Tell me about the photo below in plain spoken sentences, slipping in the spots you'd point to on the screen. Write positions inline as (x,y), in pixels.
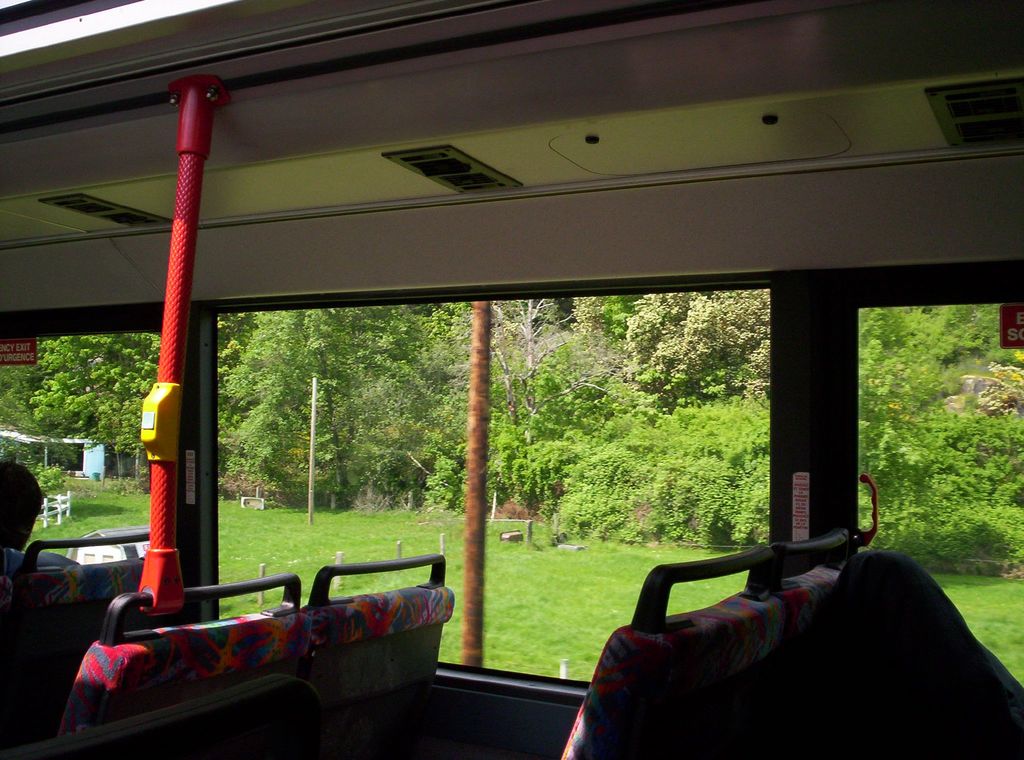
A picture inside of a vehicle (296,749). Here we can see seats (247,653) and rod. Through this glass windows (507,461) we can see grass (560,555) and trees (538,387).
